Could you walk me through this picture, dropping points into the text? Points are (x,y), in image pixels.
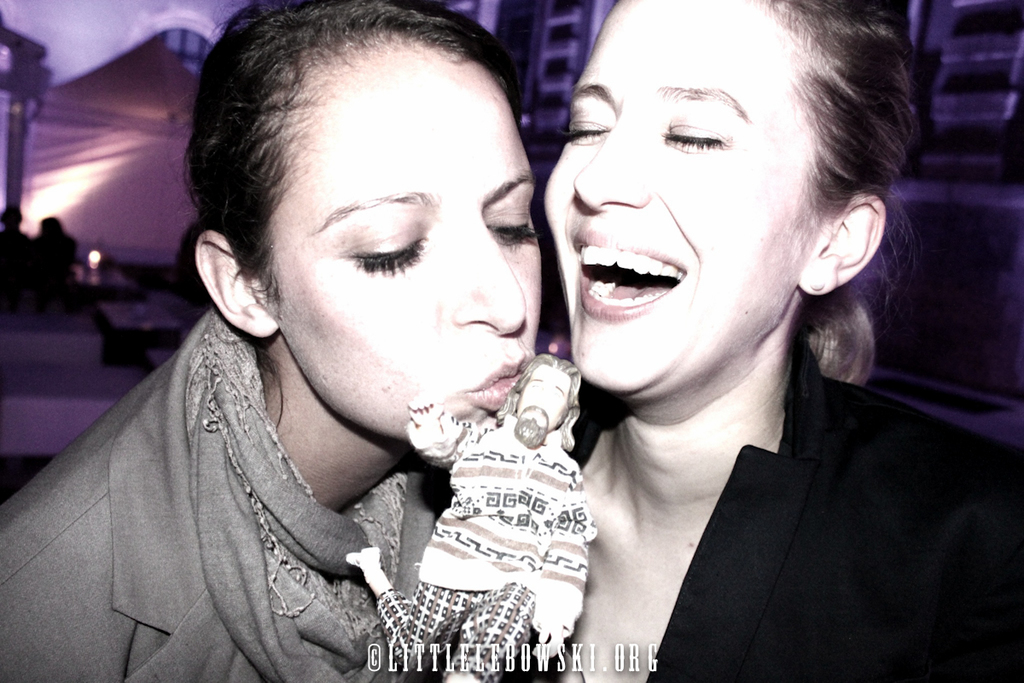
In this picture we can see a woman (516,105) kissing a toy (543,528) and beside her a woman (638,121) smiling and in the background (48,393) we can see some persons (31,274), tables (81,334), wall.
